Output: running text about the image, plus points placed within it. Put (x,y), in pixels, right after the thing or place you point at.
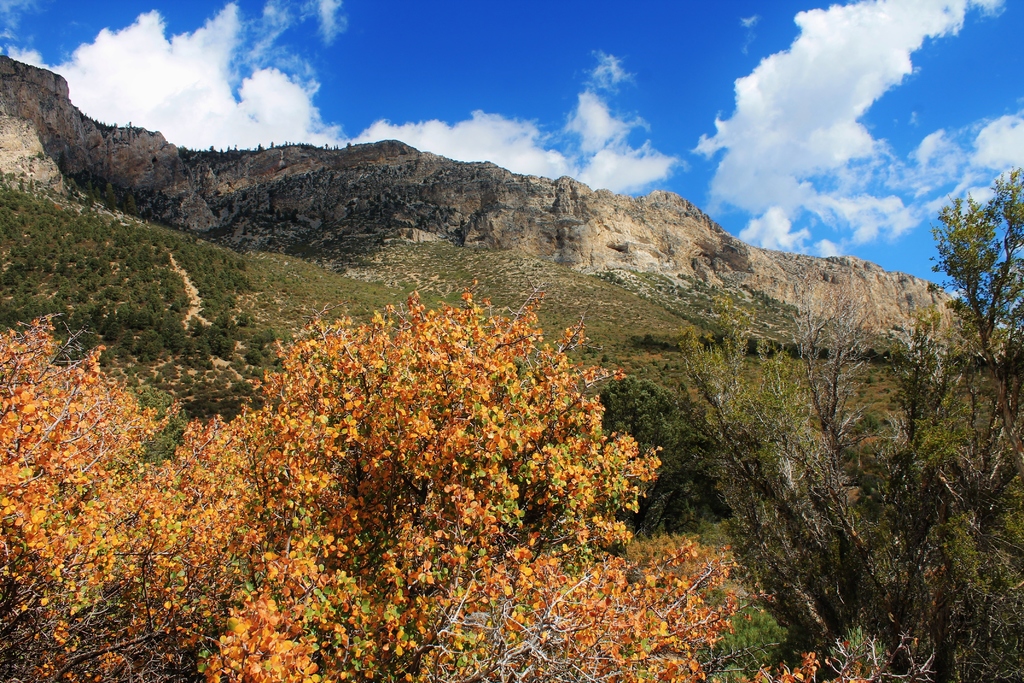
In this picture we can see trees (186,486) and plants (497,416) on the ground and in the background (981,13) we can see rocks (391,172) and sky (618,148) with clouds (741,105).
